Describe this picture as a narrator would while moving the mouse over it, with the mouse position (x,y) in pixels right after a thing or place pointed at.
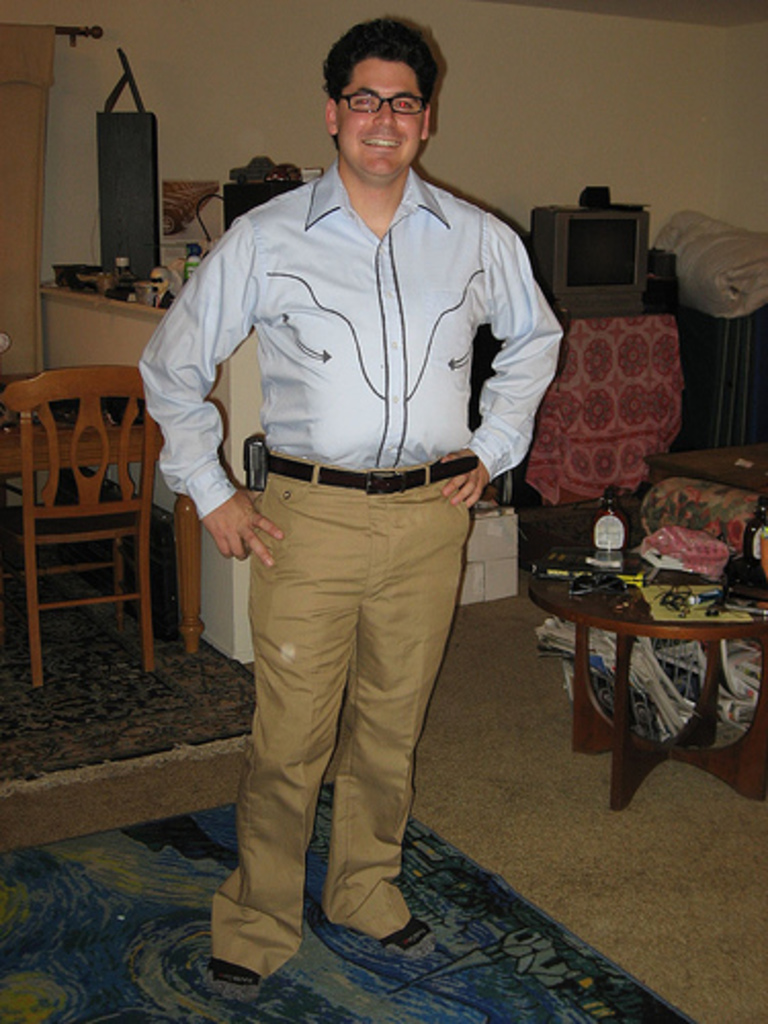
This image is taken inside a room (58,676). In the middle of the image (296,563) a man (416,934) is standing. At the bottom of the image (158,1002) there is a floor (656,867) with mat (201,933). At the right side of the image (592,303) there is a television (607,296) on the table (609,343), a sofa (668,485) and a coffee table (665,625) with many things (711,596) on it. In the left side of the image (131,503) there is a dining table (38,450) and chair (106,520). At the background (69,119) there is a wall (484,133) and a curtain (6,298).
